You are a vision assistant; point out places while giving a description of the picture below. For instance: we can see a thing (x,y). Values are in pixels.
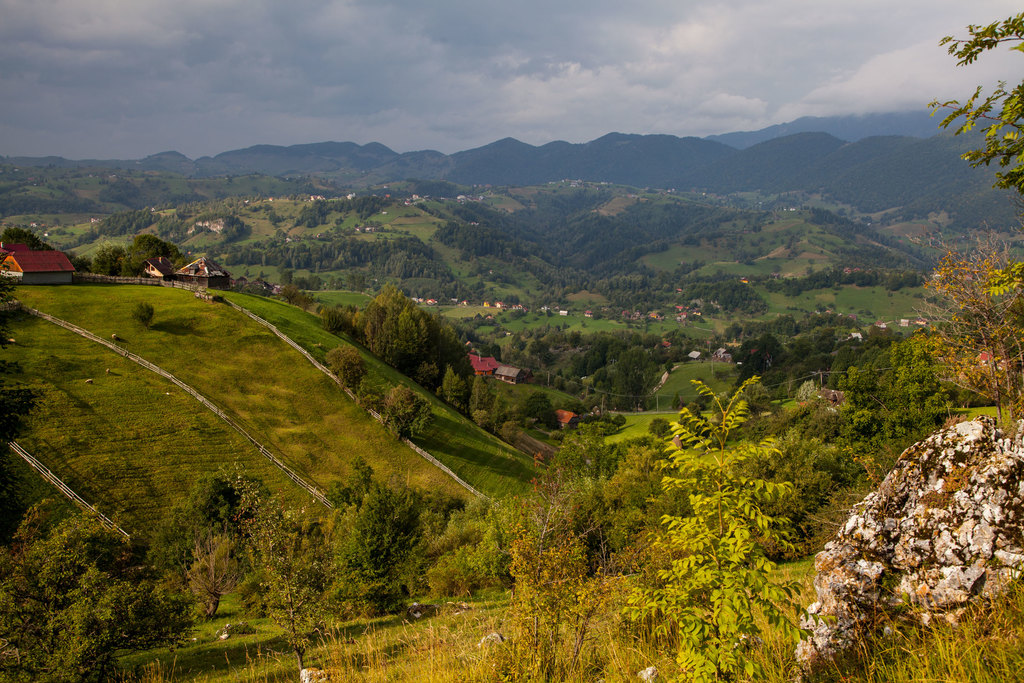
In this image there are plants (612,584), grass (623,668), rocks (948,460), stones (483,640), houses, wooden fences (420,448), trees (522,254) and mountains (672,226), at the top of the image (374,66) there are clouds (510,125) in the sky (294,93).
